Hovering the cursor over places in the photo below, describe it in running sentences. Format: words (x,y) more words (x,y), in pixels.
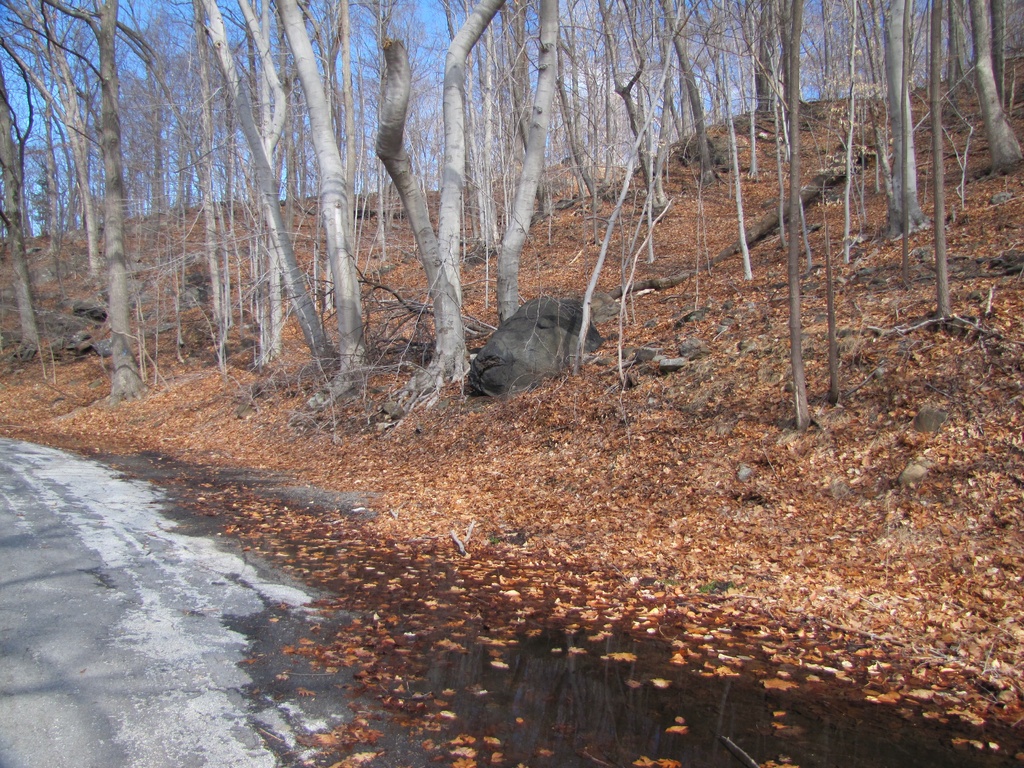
In the picture we can see a path (330,678) on it we can see some water (481,718) and dried leaves (776,687) on it and besides it we can see a dried leaves path (524,470) and trees (302,152) and in the background (417,53) we can see some parts of sky (422,66) visible from the trees (399,77).
